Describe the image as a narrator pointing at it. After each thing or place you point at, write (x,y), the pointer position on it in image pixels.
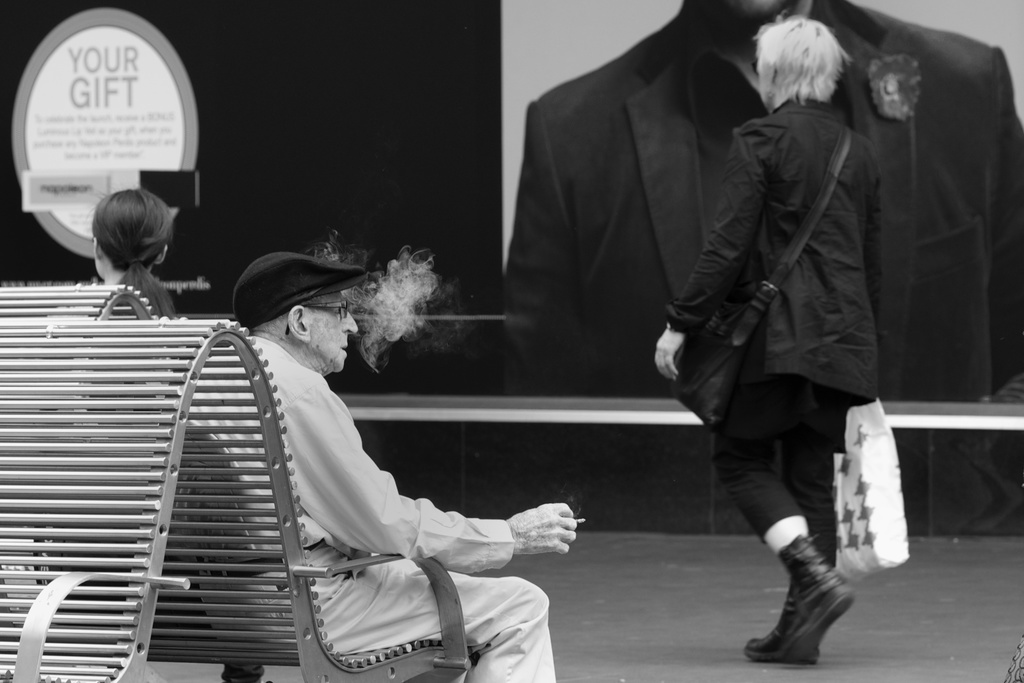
In this picture we can see three persons (832,618). There are benches (294,515). In the background (360,43) we can see a hoarding (625,194).
